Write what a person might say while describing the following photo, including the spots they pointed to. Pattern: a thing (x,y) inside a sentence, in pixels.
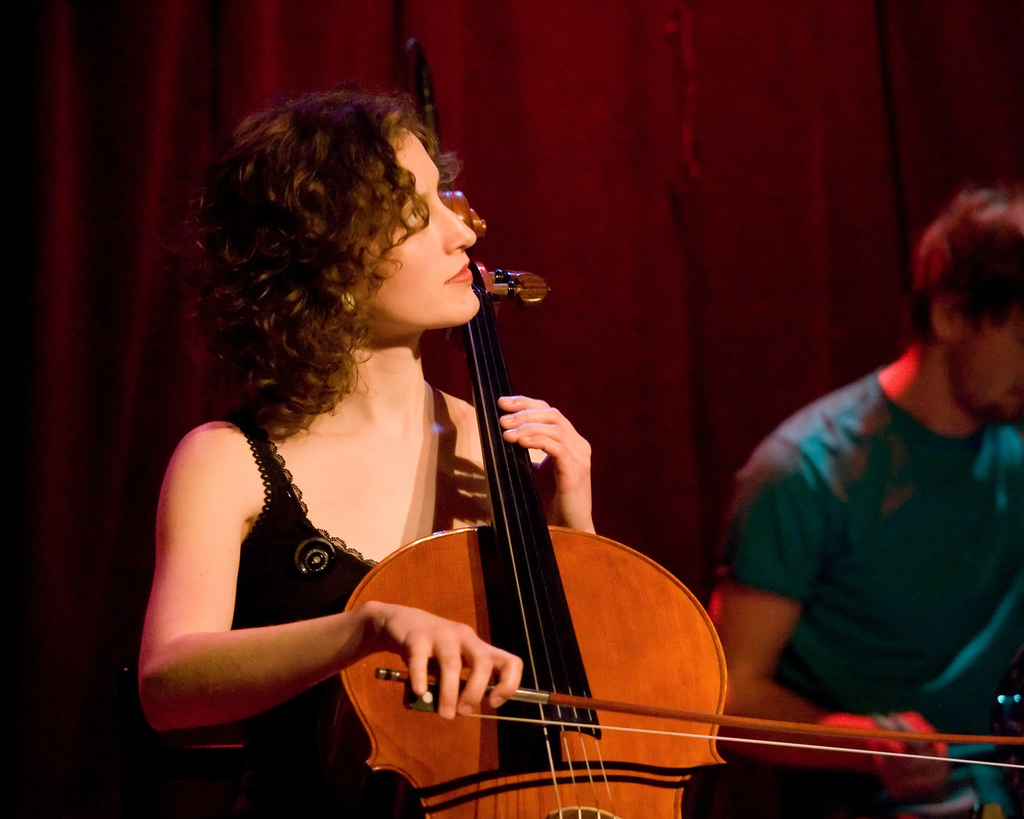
The picture consists of two people (441,509), one woman (325,690) in the left corner (303,667) wearing black dress (290,605) and playing cello (562,678) and one man (860,595) in blue t-shirt (912,587) is sitting, behind them there is a red curtain (106,227).
